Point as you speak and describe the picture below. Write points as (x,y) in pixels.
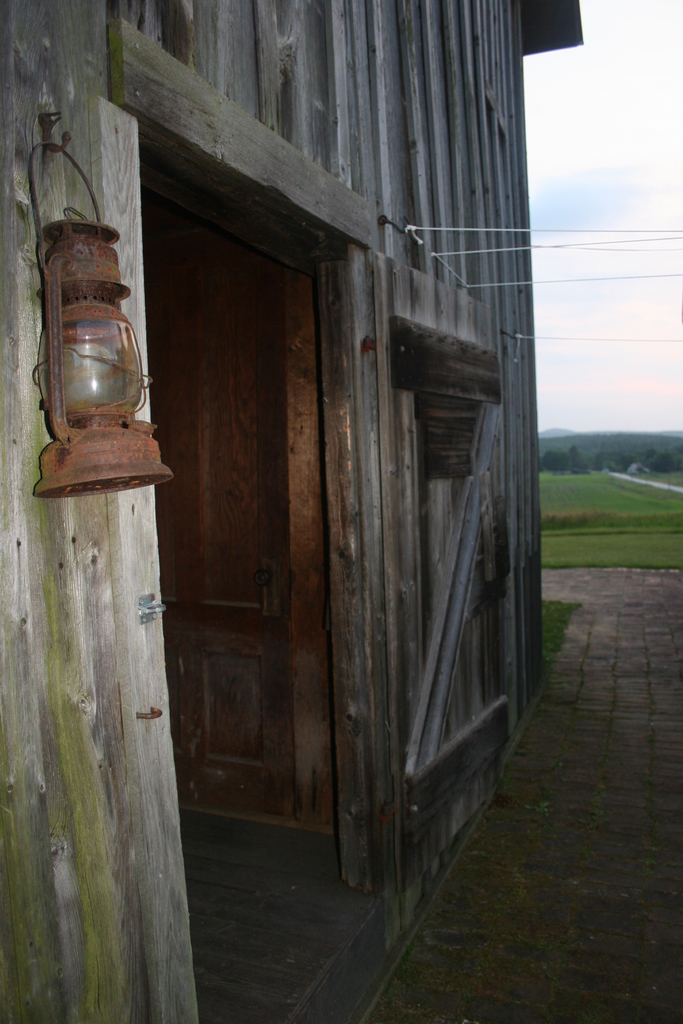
In this image there is a shed (281,14) and we can see a lamp (96,451) placed on the wall (14,608). In the background (607,450) there are hills (611,438) and sky (624,374).
